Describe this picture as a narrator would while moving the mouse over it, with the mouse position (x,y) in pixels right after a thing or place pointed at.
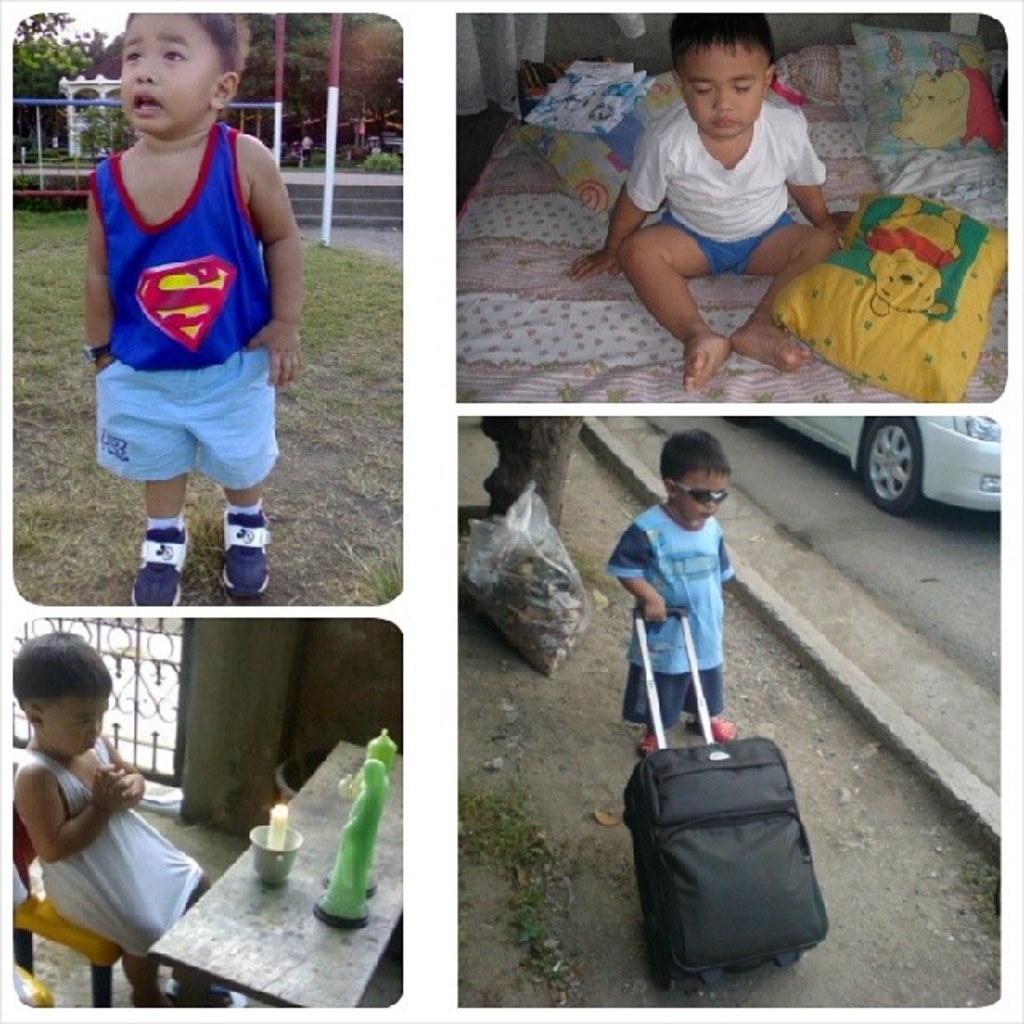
Here we can see collage of four pictures, In this picture we can see a kid (253,249) is standing, in the background (257,94) there are trees (263,24), grass (326,298) and poles (249,106), in this picture we can see a kid (708,163) is sitting on a bed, there are pillows (887,239) and a bed sheet (567,227) present on the bed (563,214), in this picture we can see a kid (133,895) is sitting on a chair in front of a table (203,899), there are candles (277,832) present on the table (302,829), in this picture we can see a kid (723,622) is standing and holding luggage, there is a car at the right top of the picture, on the left side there is a plastic cover (564,558).
